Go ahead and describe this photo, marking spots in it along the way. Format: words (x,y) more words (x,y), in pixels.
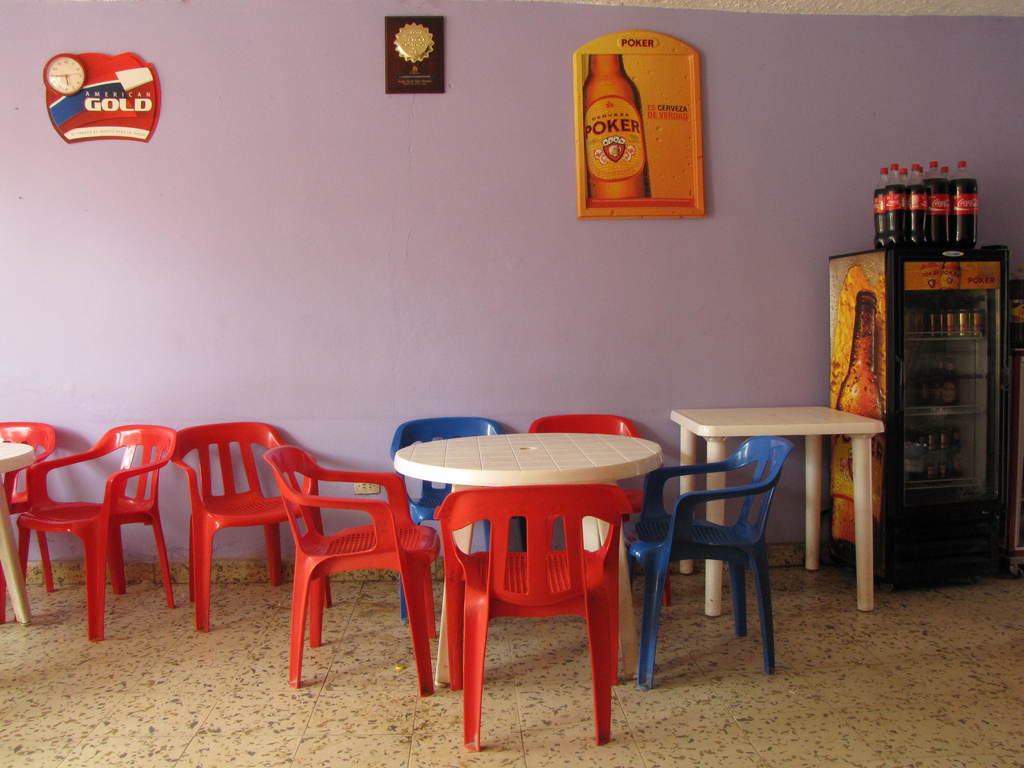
In this image I can see number of chairs (403,584) and few tables (9,461). On the right side (898,283) I can see a refrigerator (953,333) and in it I can see number of things (950,319). I can also see few bottles (887,217) on the top of it and in the background (596,40) I can see few things (657,66) and a clock (96,97) on the wall (310,201).
